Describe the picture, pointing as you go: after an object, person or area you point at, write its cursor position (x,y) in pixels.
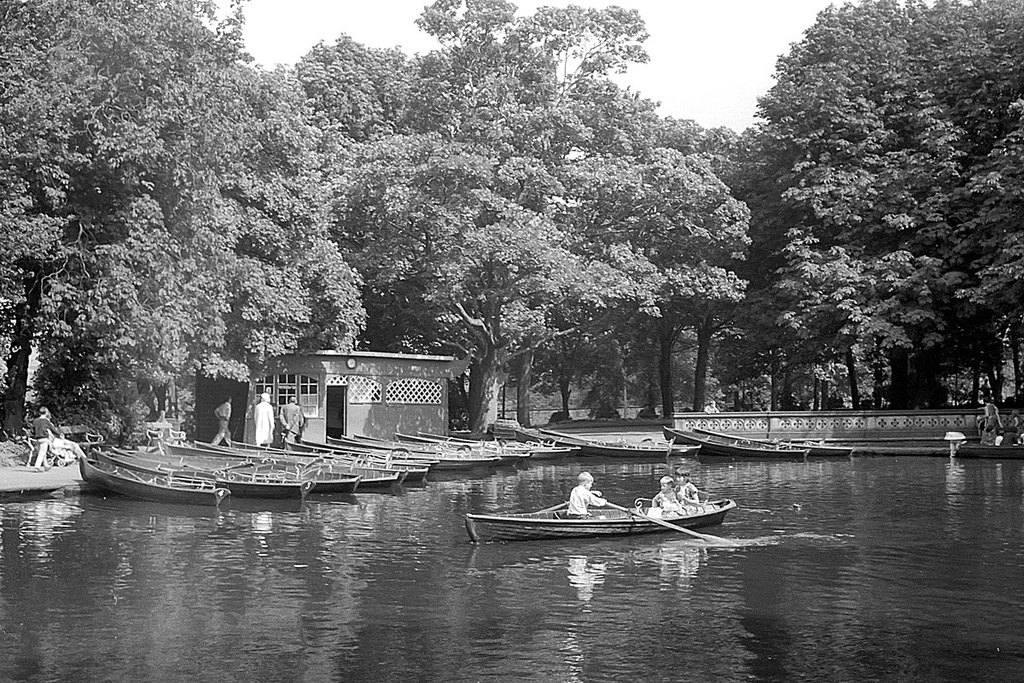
In this picture I can see a few trees (552,177) and few boats (496,530) in the water (306,580) and I can see couple of them walking and few are standing and I can see a small house (382,413) and few are sitting in the boat (576,521) and I can see a boy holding paddles (624,510) and I can see sky (325,26).
